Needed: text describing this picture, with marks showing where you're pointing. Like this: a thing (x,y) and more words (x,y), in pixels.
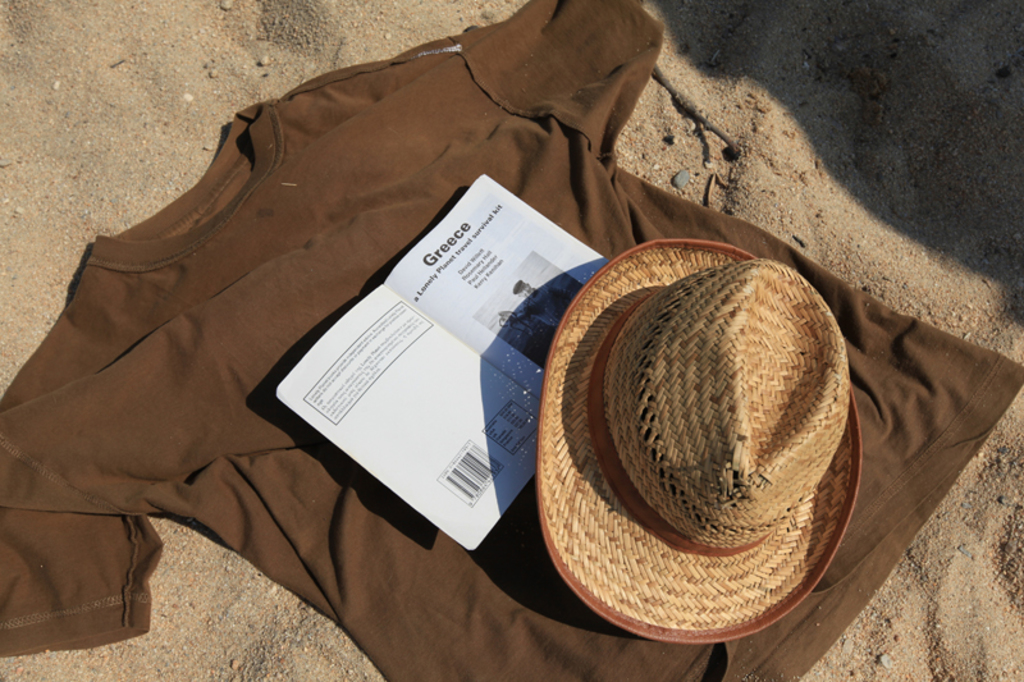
In this image I can see a t-shirt (436,180). There is a book (472,276) on the t-shirt (415,186). I can see a hat (770,462). In the background (166,137) I can see some sand (917,577).
